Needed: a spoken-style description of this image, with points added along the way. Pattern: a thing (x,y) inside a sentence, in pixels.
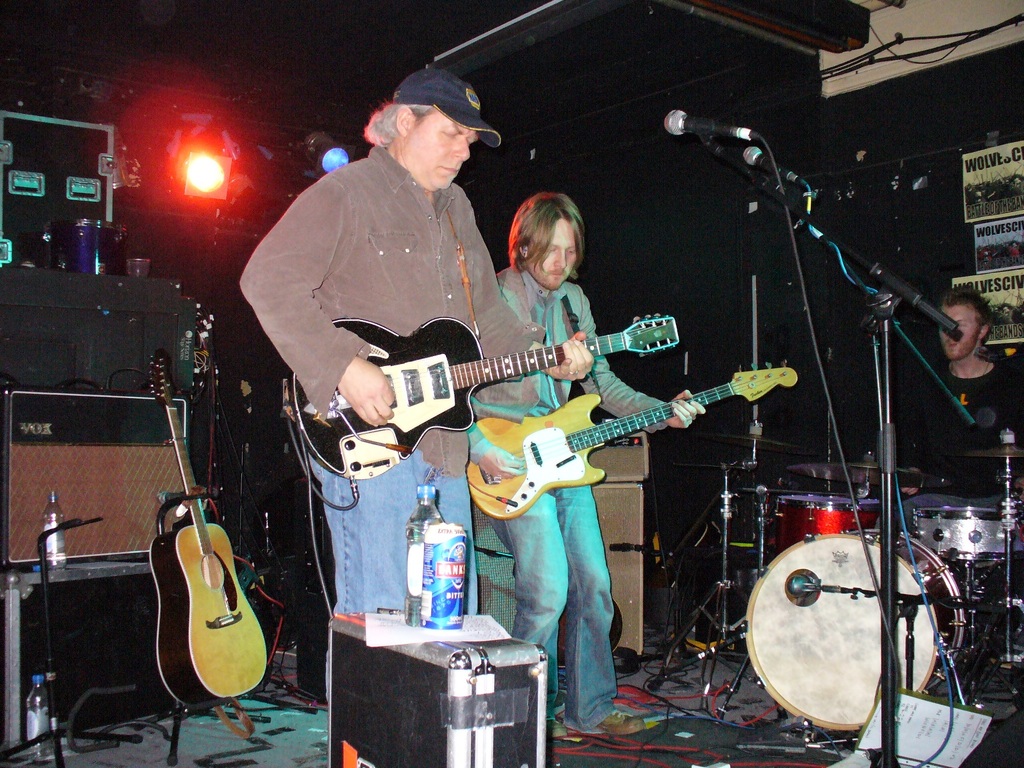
Two persons (374,288) are holding guitar (588,442) and playing it. In front of them there is a mics (750,159) and mic stand (884,457). On the side a person (939,435) is playing drums (822,570). Behind them there is a guitar (229,633) on the floor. And there is a red light (197,172) in the background (202,172). And there are speakers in the stage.
